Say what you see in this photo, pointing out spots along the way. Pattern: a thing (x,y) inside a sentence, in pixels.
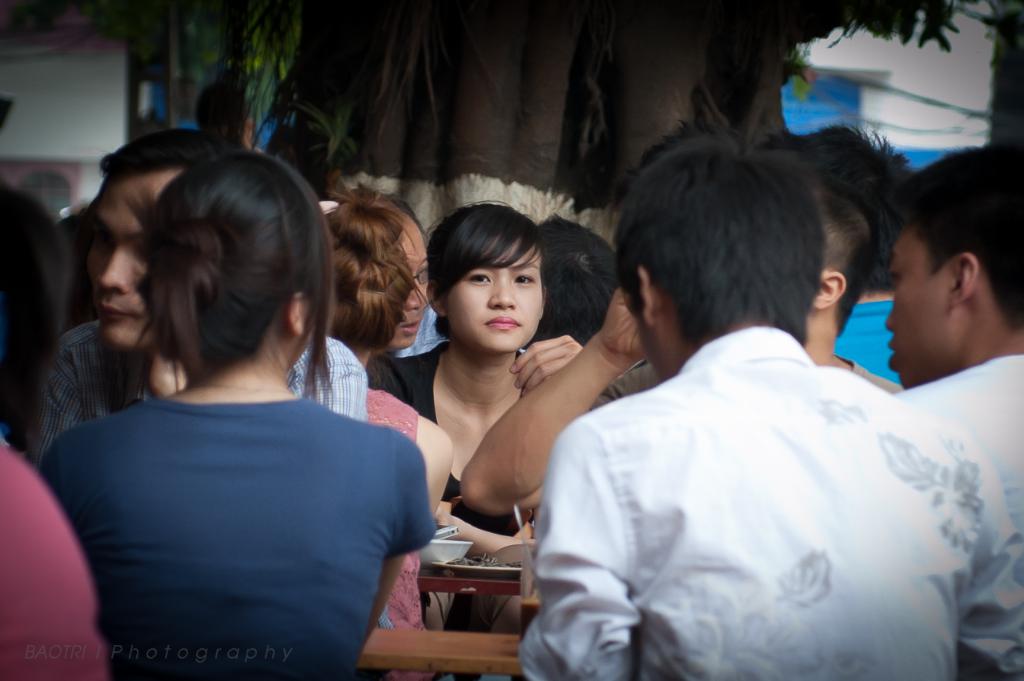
In this image I can see number of persons (345,456) are sitting in front of the desk (491,583) and on the desk (474,585) I can see a plate (472,555), a bowl (439,554) and a glass (530,580). In the background (497,129) I can see a huge tree (495,113) and the wall (72,106).
